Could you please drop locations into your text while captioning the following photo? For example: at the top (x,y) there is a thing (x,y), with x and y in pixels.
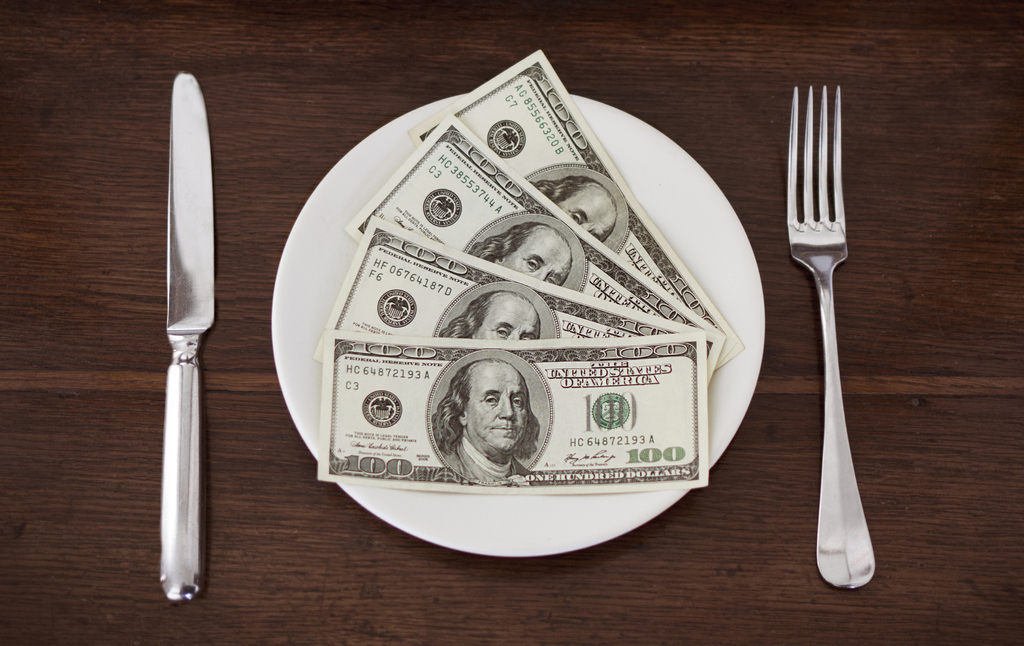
In the center of the image (538,216) we can see currency (542,196) in a plate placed on the table (217,344). On the left side (201,547) we can see a knife (174,99). On the right side (838,576) there is a fork (821,313).
